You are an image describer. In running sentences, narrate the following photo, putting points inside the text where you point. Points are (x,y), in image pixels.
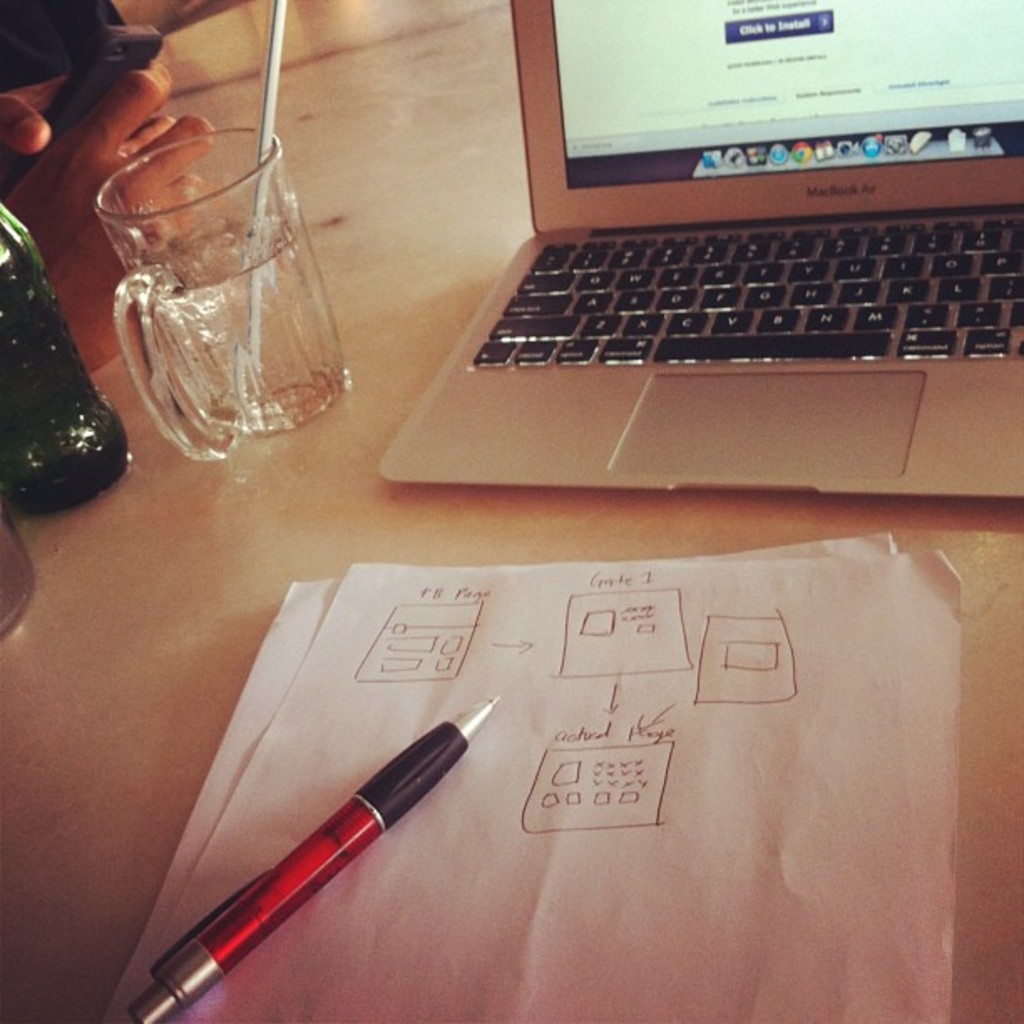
In this image there are papers (653,791), pen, a person's fingers (92,185), laptop (615,283), glass (297,386), bottle (61,453), mobile (113,76) and straw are on the white platform (184,102).
